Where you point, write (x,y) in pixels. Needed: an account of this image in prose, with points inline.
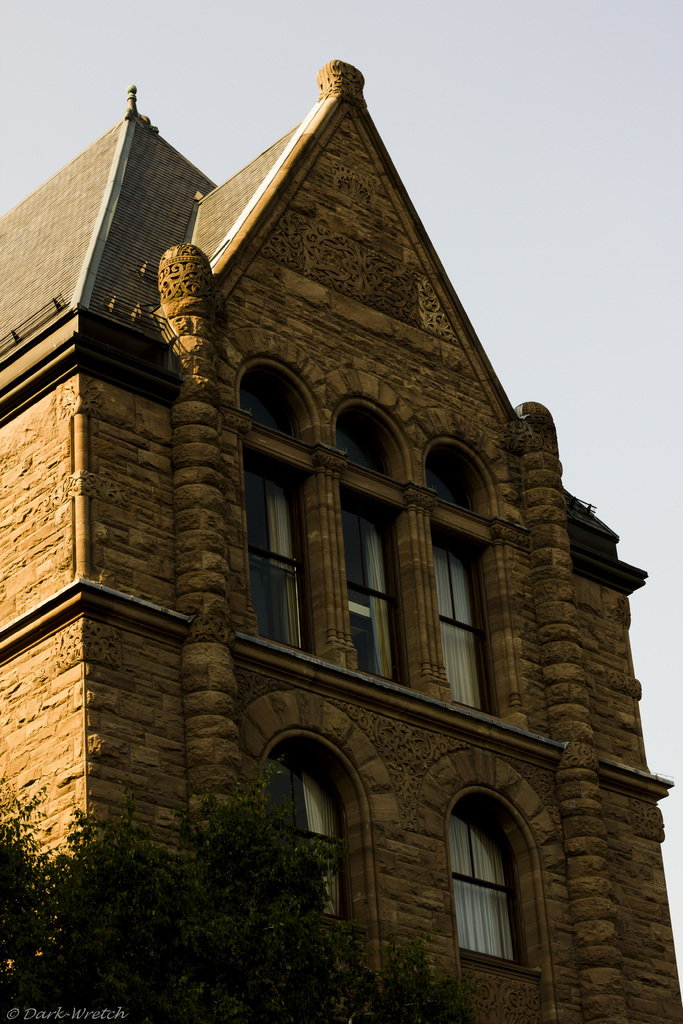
At the bottom left of the image (150,909) there are trees (150,876). There is a building (406,348) with walls (95,482), pillars (196,356), windows (262,554) and roof (143,223). At the top of the image (437,106) there is a sky (599,447).
